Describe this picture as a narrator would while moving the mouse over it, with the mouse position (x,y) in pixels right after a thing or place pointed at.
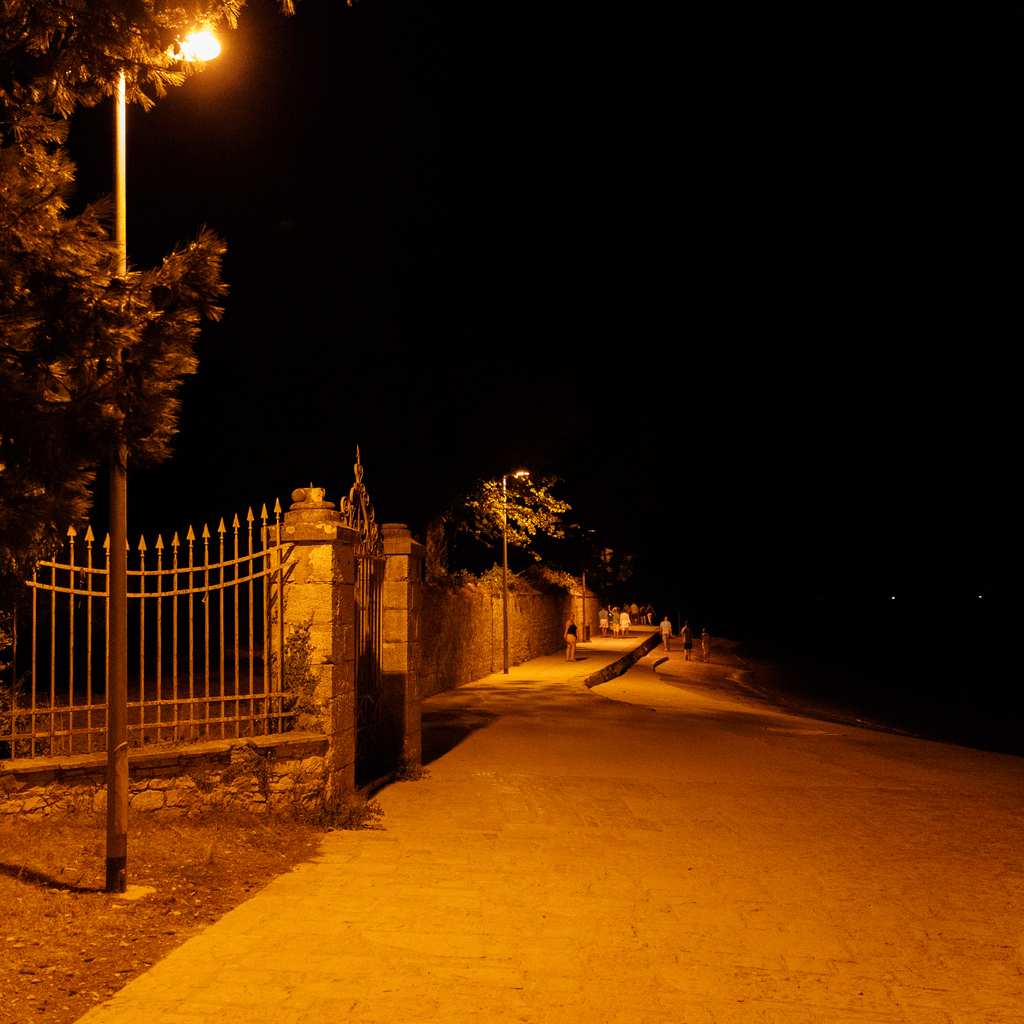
In this image we can see there are people (662,635) walking on the ground (591,663). And there is a wall (468,614), to the wall (313,614) there is a gate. And there are street lights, trees (525,537) and there is a dark background (362,153).
